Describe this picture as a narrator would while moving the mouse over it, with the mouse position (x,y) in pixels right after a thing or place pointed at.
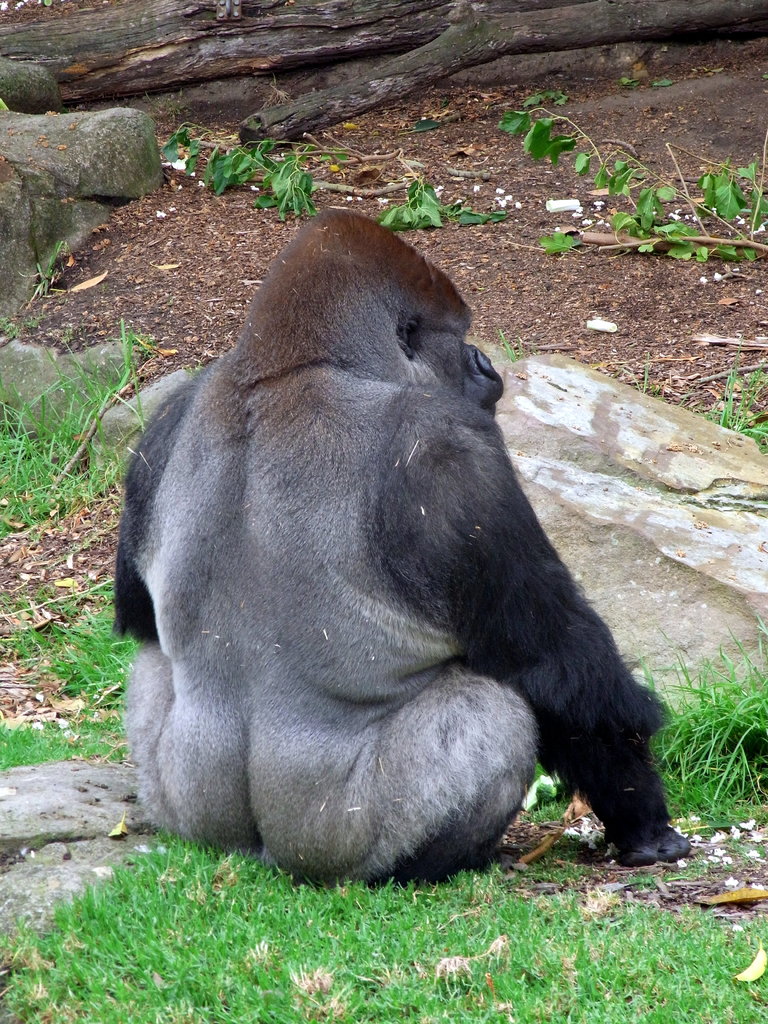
In this picture there is a gorilla (352,464) sitting. At the back (409,7) there is a tree trunk (268,72) and there are tree branches (397,212). At the bottom (291,945) there is grass (384,940) and there are stones (761,588).
